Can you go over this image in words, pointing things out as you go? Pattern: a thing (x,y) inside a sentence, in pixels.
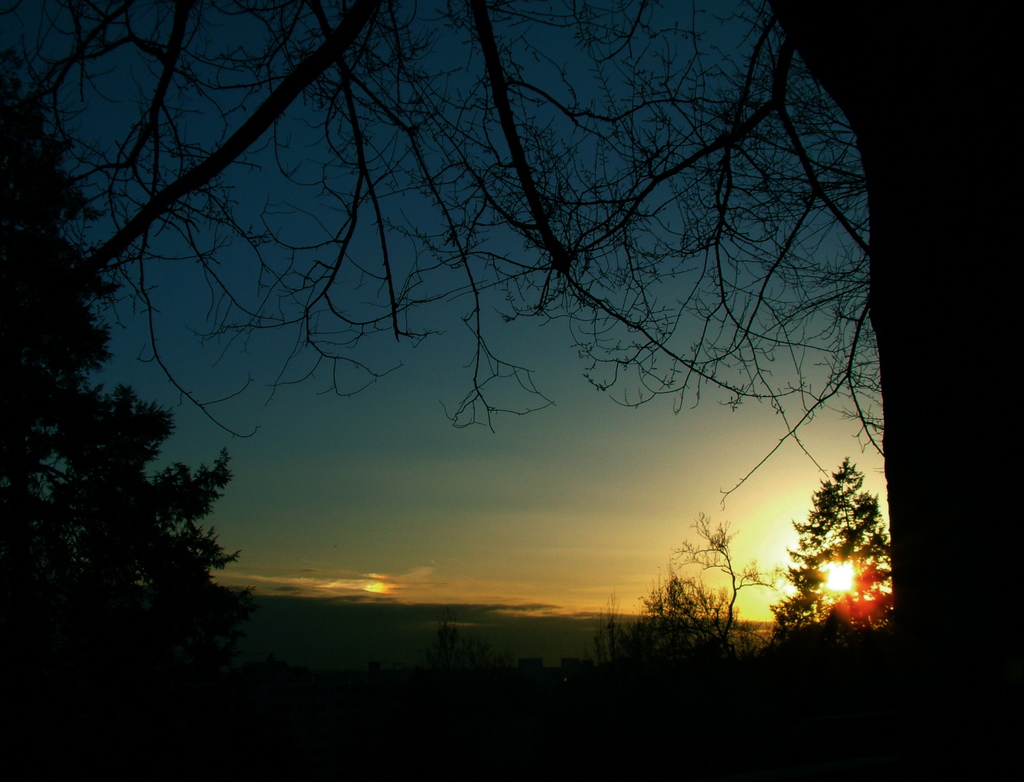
In this image we can see sky (245,193), trees (570,108), buildings (302,681) and sun (830,563).
